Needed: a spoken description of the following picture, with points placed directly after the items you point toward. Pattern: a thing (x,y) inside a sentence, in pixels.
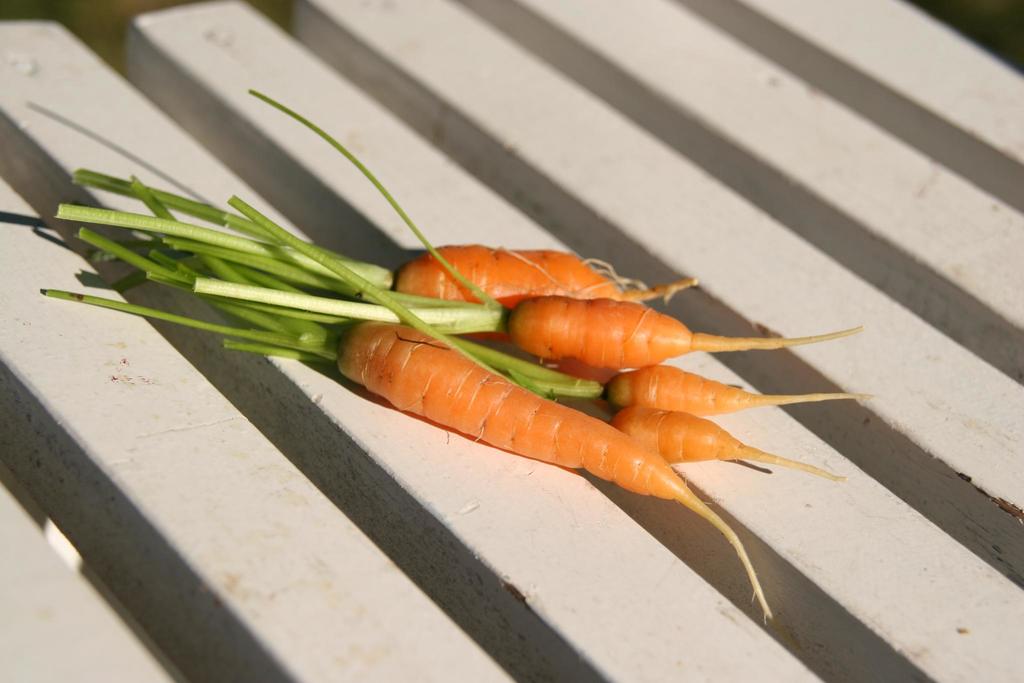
In this image I can see few carrots (438,335) on the white color surface (523,556). I can see the black color background (966,29).
